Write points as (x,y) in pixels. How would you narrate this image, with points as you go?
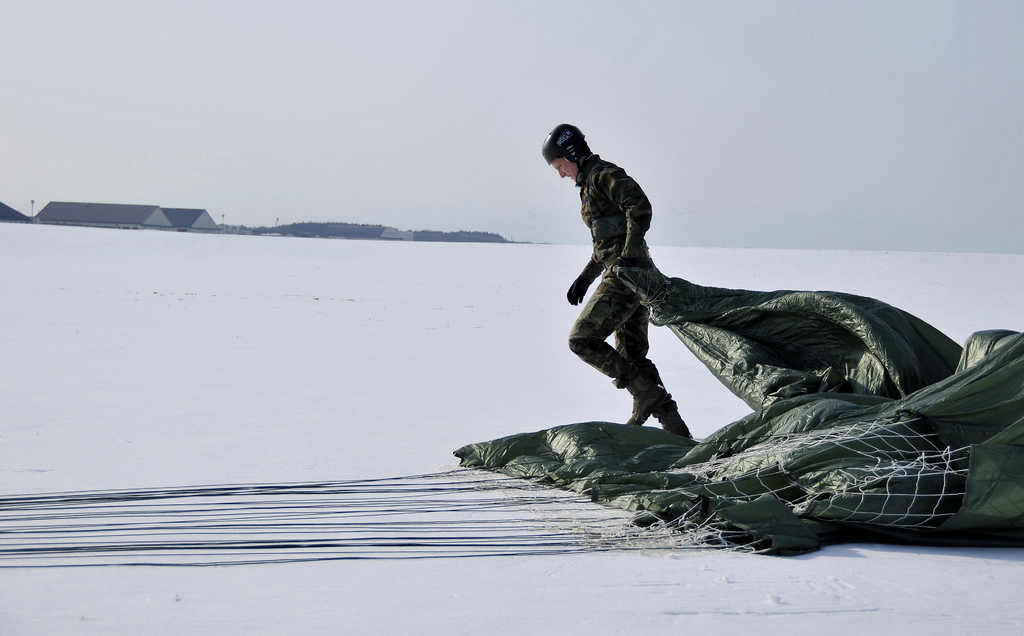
In this image I can see a person (584,163) walking on the snow (522,409) and the person (608,207) is holding a green color object (820,542), background (105,163) I can see few houses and the sky (285,140) is in white color.
